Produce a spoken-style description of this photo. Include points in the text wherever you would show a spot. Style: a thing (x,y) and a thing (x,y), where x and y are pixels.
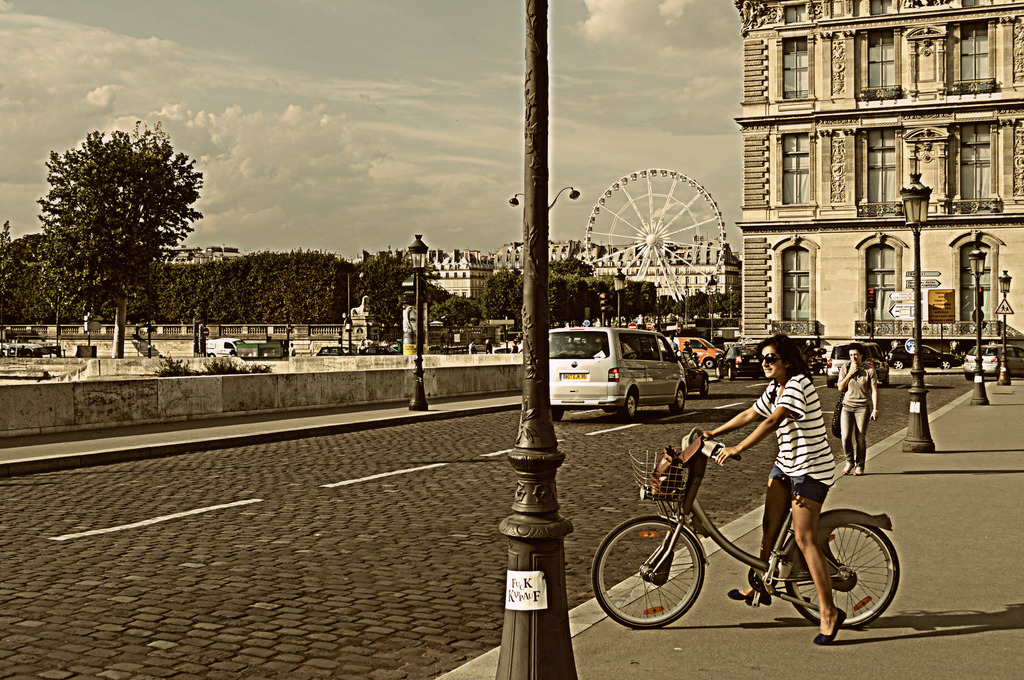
in this picture we can see a road (504,452) and we can also see trees (154,231), here we can see a woman (806,490) riding a bicycle (833,517) here we can also see another woman (871,393) walking, here we can see cars (668,344), building (794,307), poles (919,207) was a sunny day.
